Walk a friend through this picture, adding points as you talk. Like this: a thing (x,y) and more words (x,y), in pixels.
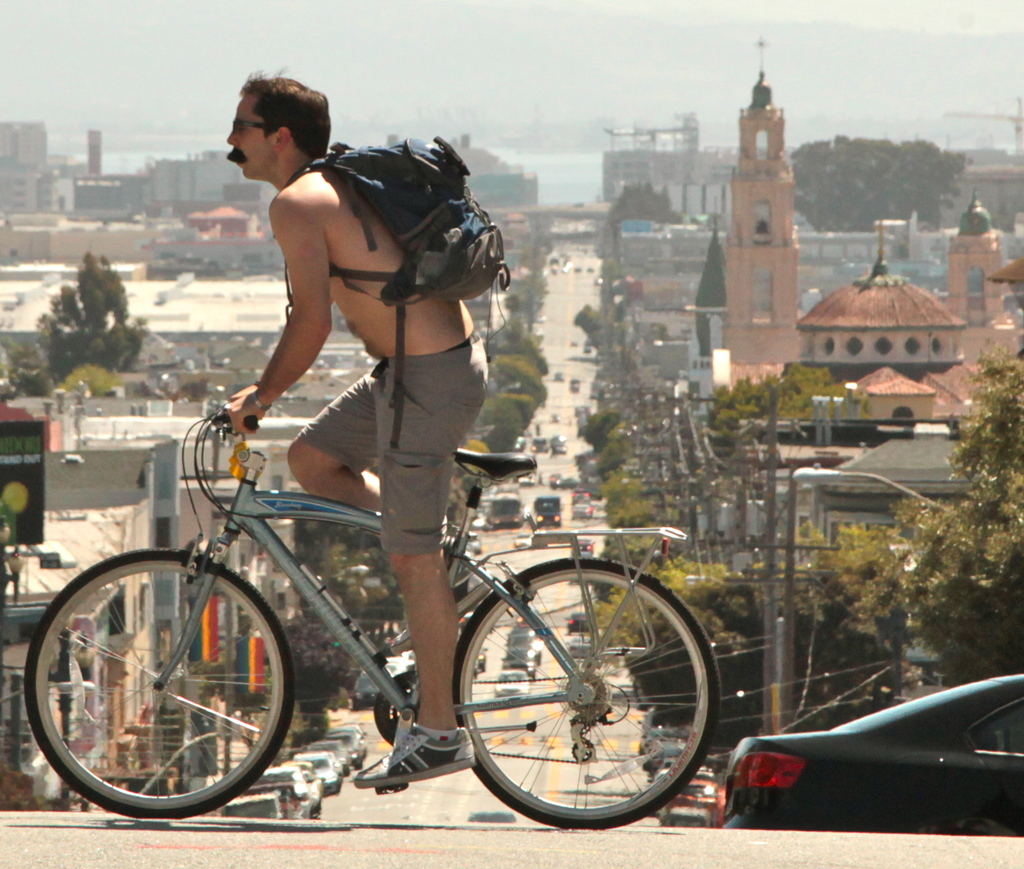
There is a person (464,314) on a bicycle (109,563). He is riding a bicycle (578,569). There is a bag (370,201) on his shoulders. There is a car (841,732) on the right side (891,782). In the background (575,510) there are vehicles (505,498) like buses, cars (585,491). There are buildings (672,275) and trees (910,152).
